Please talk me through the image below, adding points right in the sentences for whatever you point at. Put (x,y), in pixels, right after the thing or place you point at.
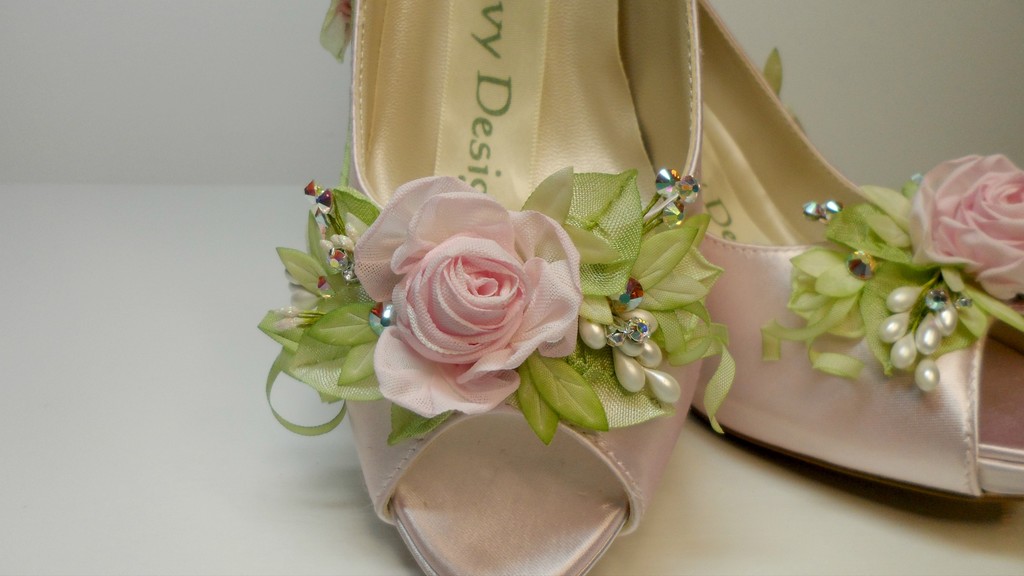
In this picture we can see a pair of heels (632,136) and on the heels (755,210) there are pearls (655,346) and there are artificial flowers (483,272) and leaves (821,273). Behind the heels (514,117), there is the white background (251,126).
